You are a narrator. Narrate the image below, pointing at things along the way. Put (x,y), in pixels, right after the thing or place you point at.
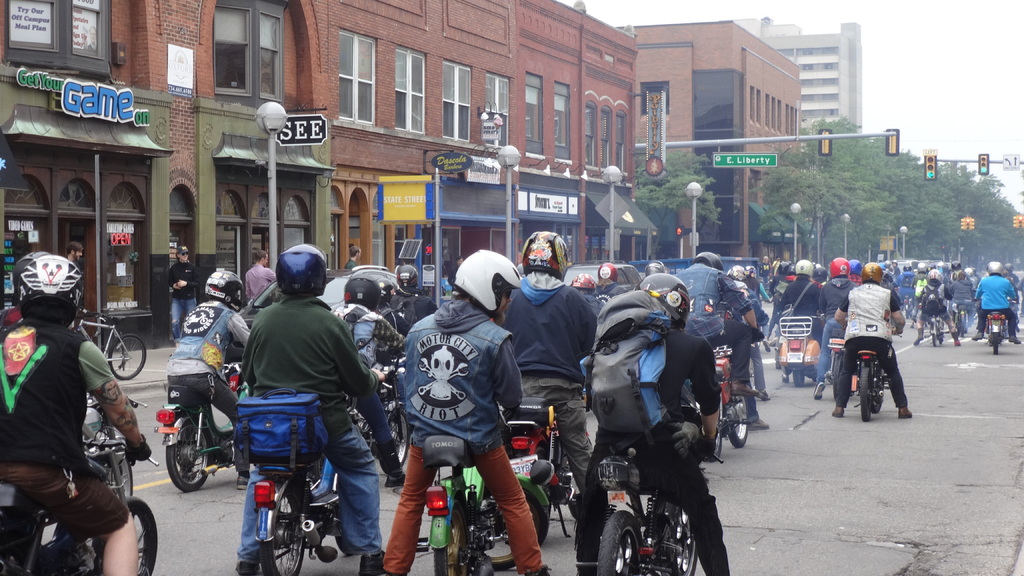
In the picture we can see a road (776,519) with many people (248,568) on bikes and wearing helmets (866,268) and beside them, we can see some poles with lamps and trees (877,208) and behind it, we can see buildings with glass windows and in the background (864,159) we can see some trees (911,218) and sky (869,109).
